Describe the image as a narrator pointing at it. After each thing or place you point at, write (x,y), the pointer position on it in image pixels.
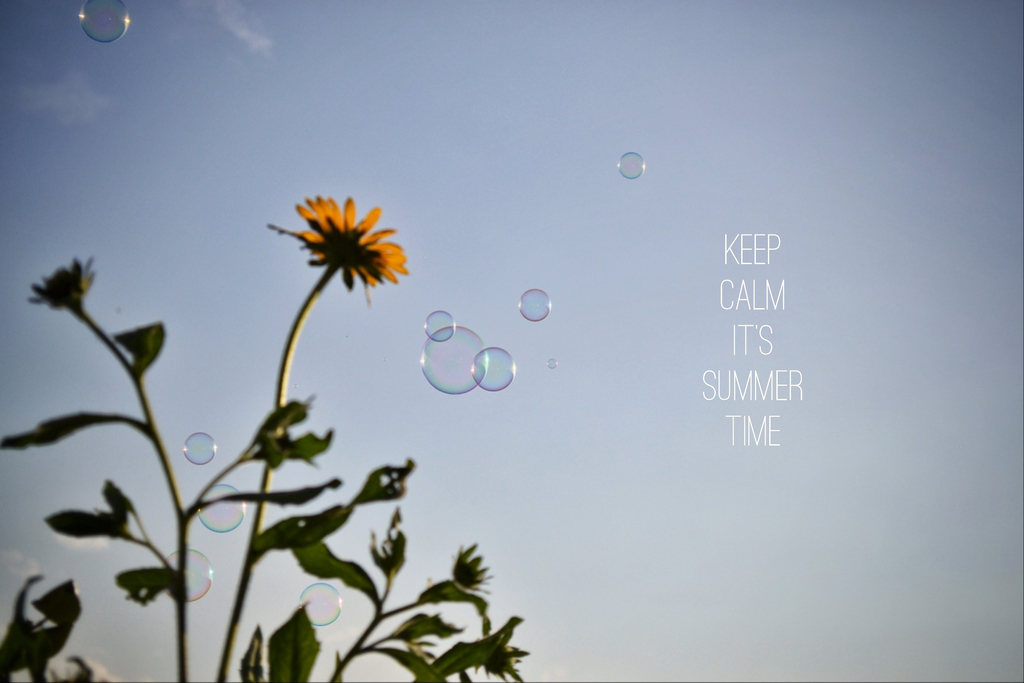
In this picture we can observe a plant (245,460) and a flower (356,253). There are some bubbles (444,373) in the air (509,168). In the background (364,147) there is a sky (571,206).
